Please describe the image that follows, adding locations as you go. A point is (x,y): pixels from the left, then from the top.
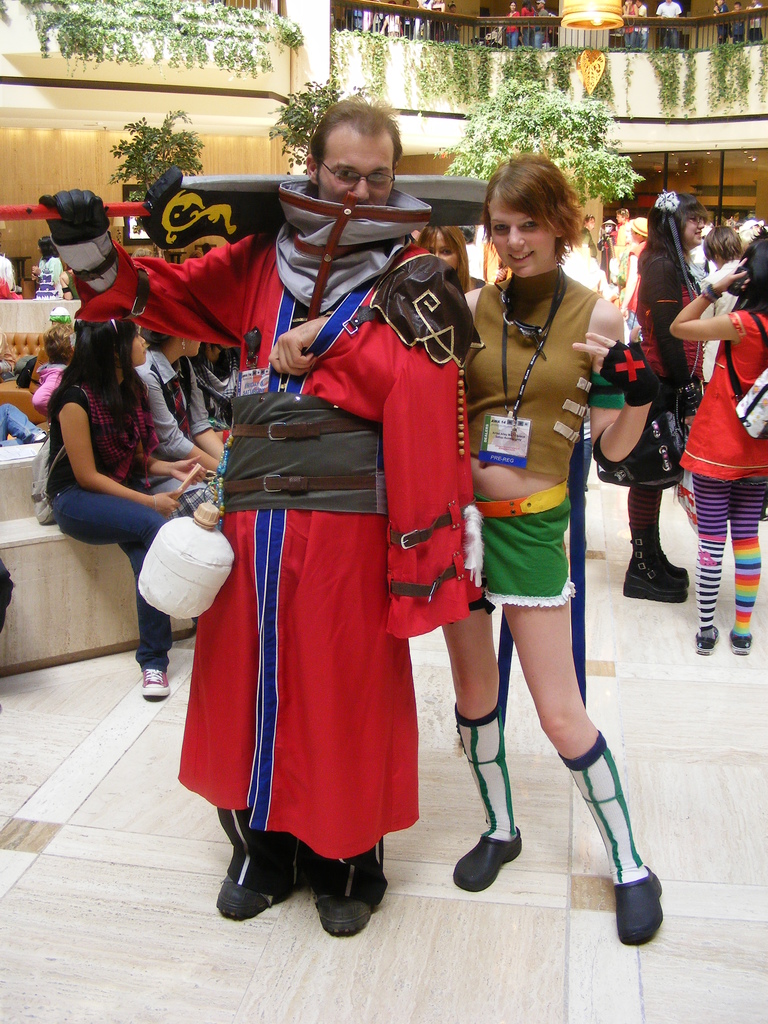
In this image we can see few people (599,316). Some are wearing costumes (460,433). One lady (526,395) is wearing a tag (496,423). Near to her one person (318,249) is wearing specs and holding something in the hand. In the back (170,424) few are sitting. In the background (326,91) there are plants (380,73). Also there are some decorative items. There are railings (526,21) and light (578,17).
